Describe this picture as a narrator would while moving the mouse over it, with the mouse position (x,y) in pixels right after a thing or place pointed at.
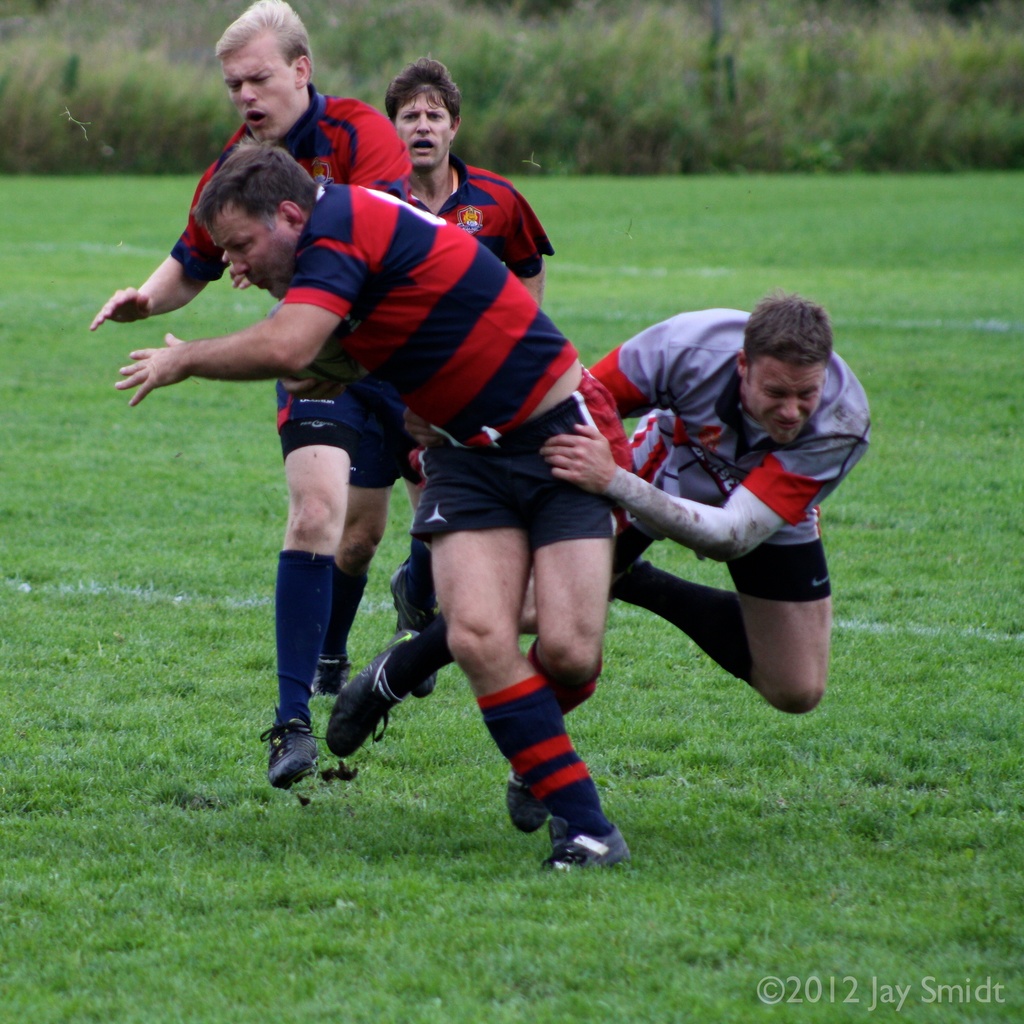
In this picture we can see four persons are playing in the ground (912,868). This is grass (935,393). On the background (543,76) we can see some plants (884,125).
